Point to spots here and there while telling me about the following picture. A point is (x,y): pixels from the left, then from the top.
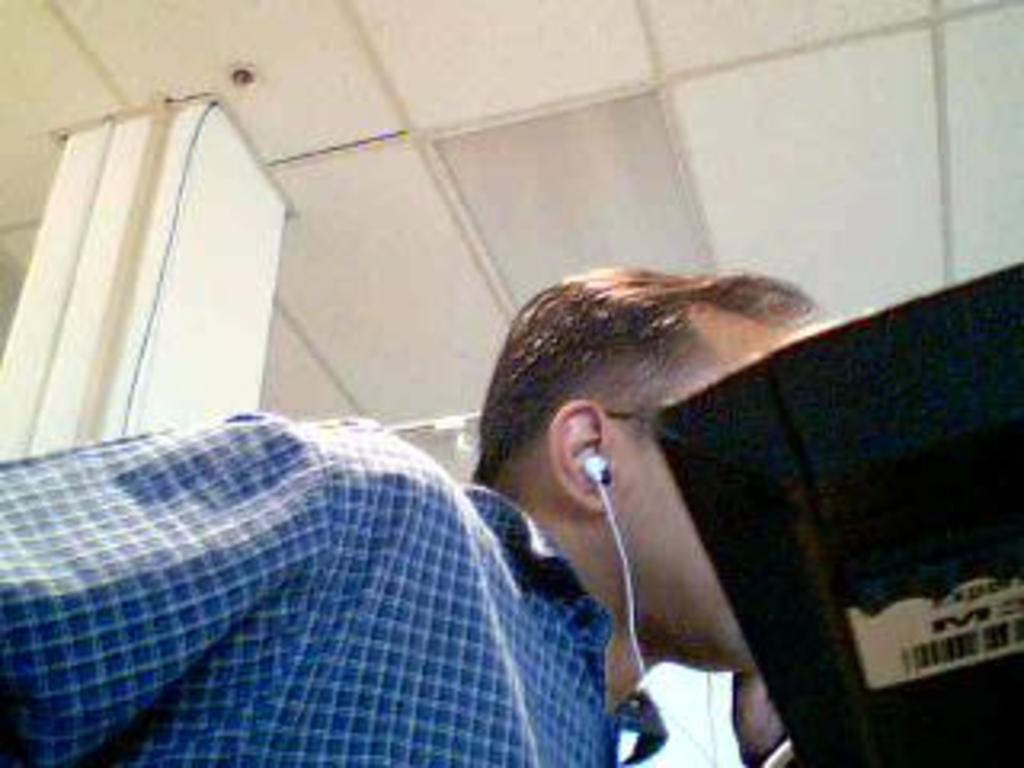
In this picture there is a man (667,525) who is wearing earphone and shirt (348,675). On the right (922,616) we can see computer screen (1021,597). On the top (554,112) there is a ceiling (844,84). Here we can see pillar (157,251).
